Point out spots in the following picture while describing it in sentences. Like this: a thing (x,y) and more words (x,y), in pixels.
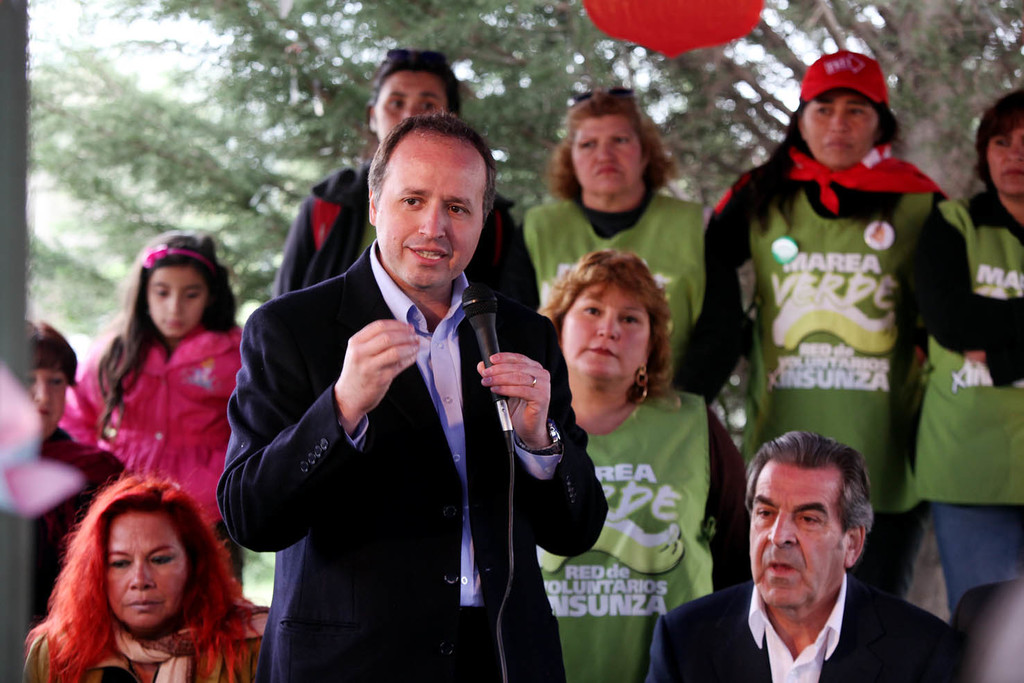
In this image we can see a man (394,489) is standing, and holding a microphone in the hand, at the back (591,300) there are group of people (588,262) standing, there are trees (357,94), there is a sky (201,75).
